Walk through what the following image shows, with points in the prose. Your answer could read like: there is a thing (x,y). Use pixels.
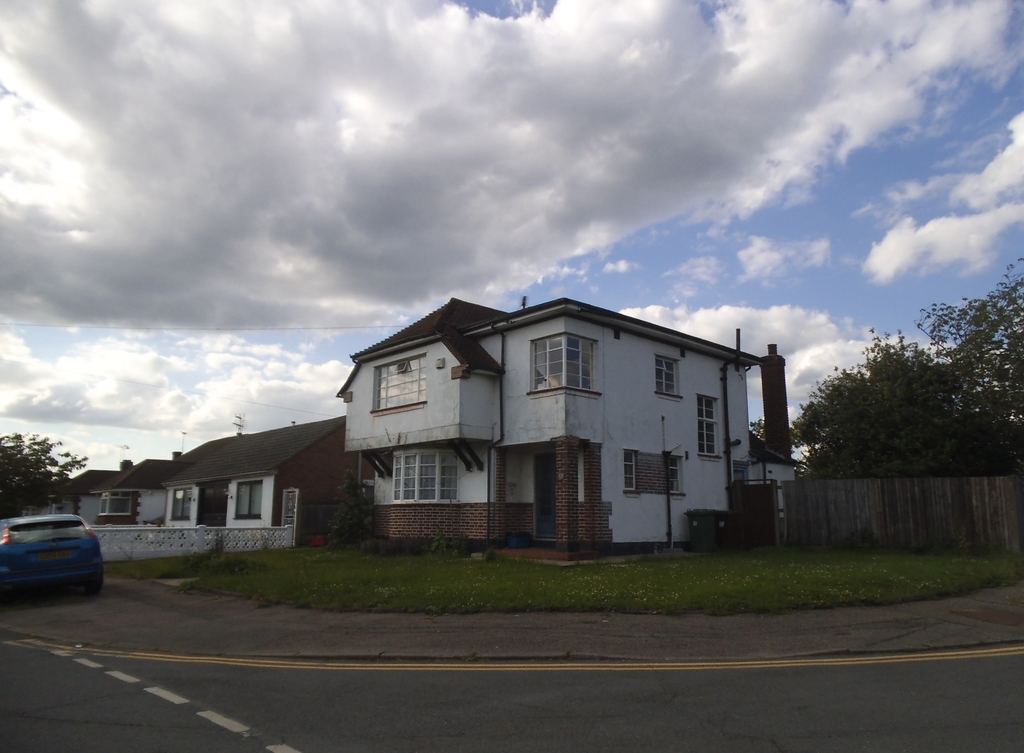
At the center of the image (489,436) there are buildings (773,382) and trees (889,409), in front of the building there is a car (48,568) parked near the road (371,749). In the background (620,151) there is the sky (687,178).
